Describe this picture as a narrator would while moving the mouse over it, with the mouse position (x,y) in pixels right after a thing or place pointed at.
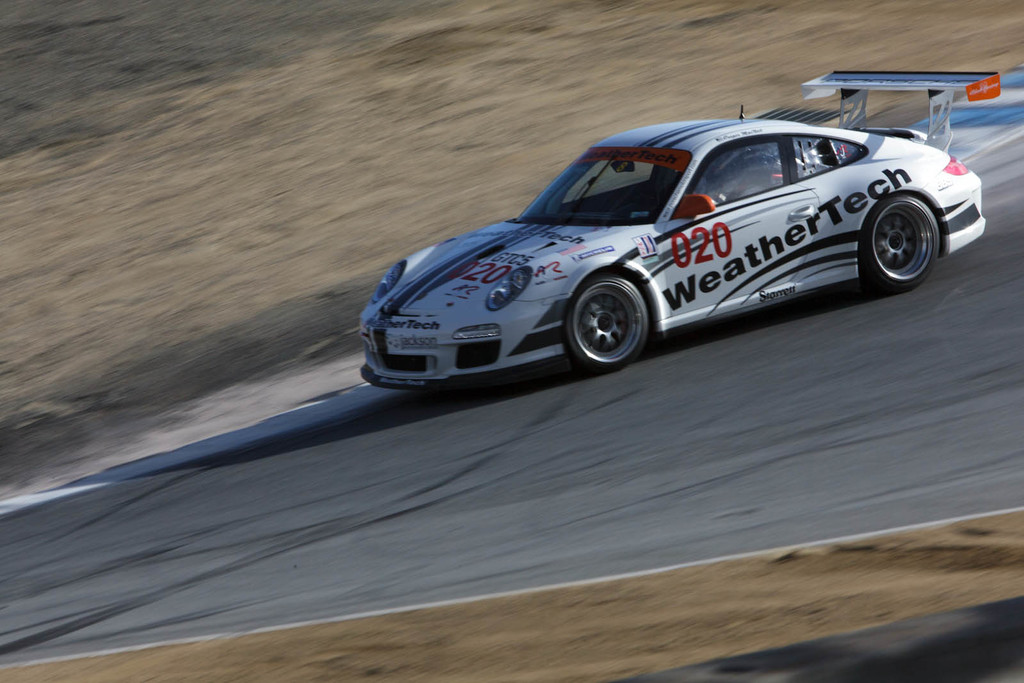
In this image we can see a car (638,280) travelling on a road (660,473), there is a windshield (582,212), there are wipers (575,212), there are wheels (625,353), there is a mirror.
